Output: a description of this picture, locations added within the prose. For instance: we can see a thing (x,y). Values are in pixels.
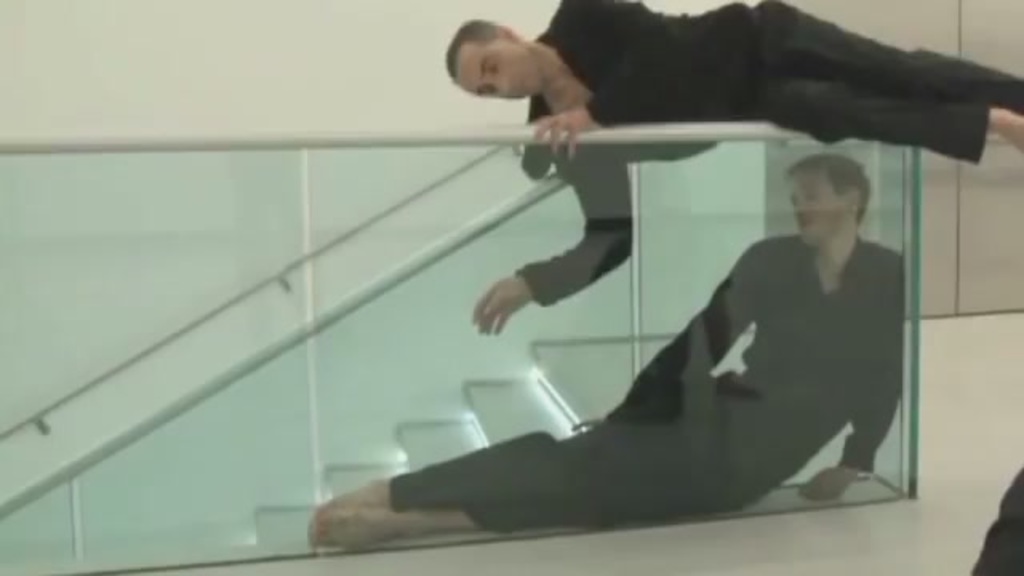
In this picture, we can see a man (746,409) laying on the path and in front of the man (811,301) there is a glass (759,232) and on the glass (807,276) there is another person (774,115). Behind the people (758,280) there are steps (574,372) and a wall (379,108).
